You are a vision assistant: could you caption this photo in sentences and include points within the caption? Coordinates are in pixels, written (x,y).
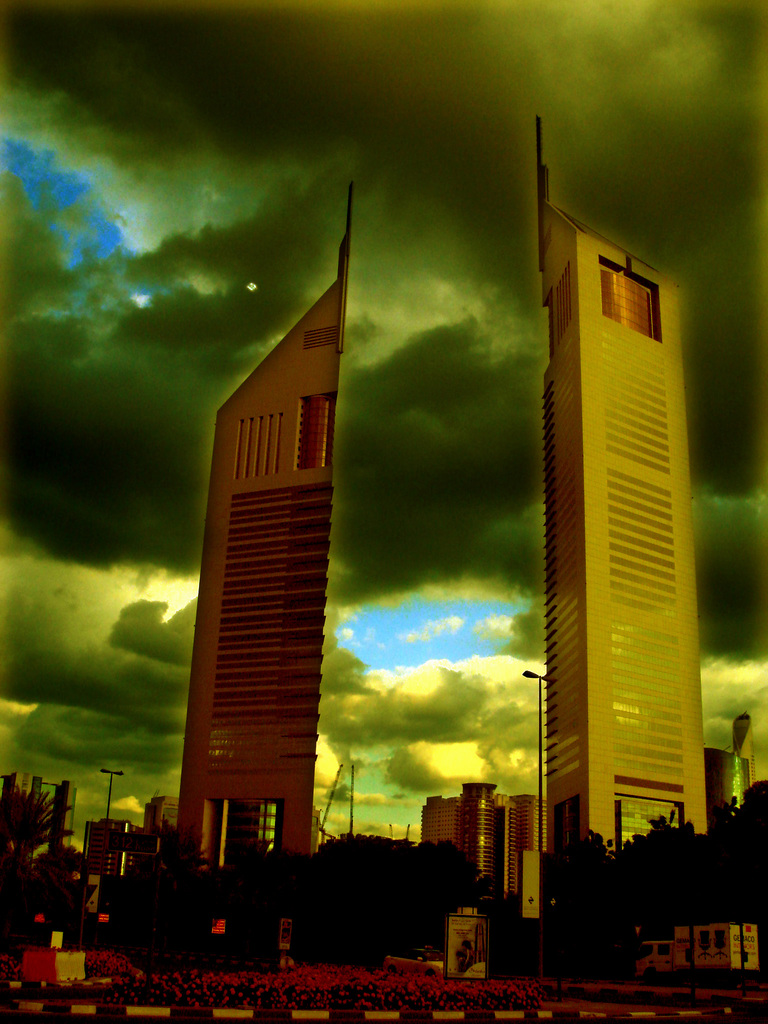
In this image there are some buildings (489,870), trees (328,919), poles (742,971), street lights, skyscrapers (604,472) are there in the center (280,641). At the bottom (278,994) there are some plants (395,992) and pavement (677,996) and vehicle (681,929), at the top (245,209) there is sky (237,375).
